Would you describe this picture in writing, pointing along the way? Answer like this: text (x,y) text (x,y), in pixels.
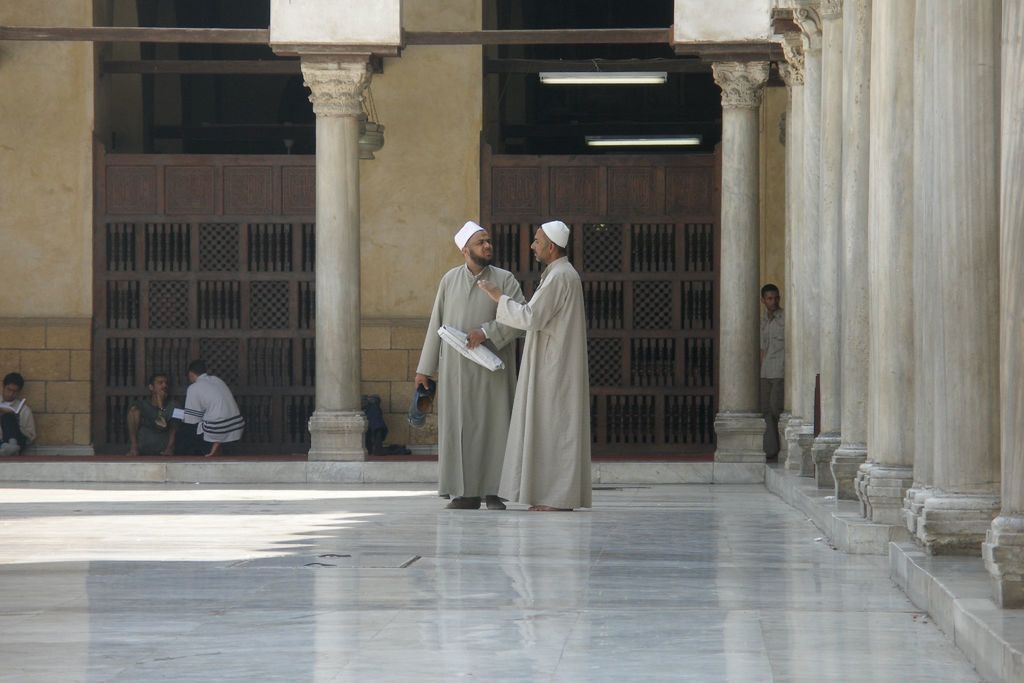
In this image we can see two men (505,332) are standing on the floor (562,543). On the right side of the image (888,181), we can see pillars (785,265). In the background (246,283), we can see people (218,432), pillars (344,238), walls (420,118) and gates (515,236).
